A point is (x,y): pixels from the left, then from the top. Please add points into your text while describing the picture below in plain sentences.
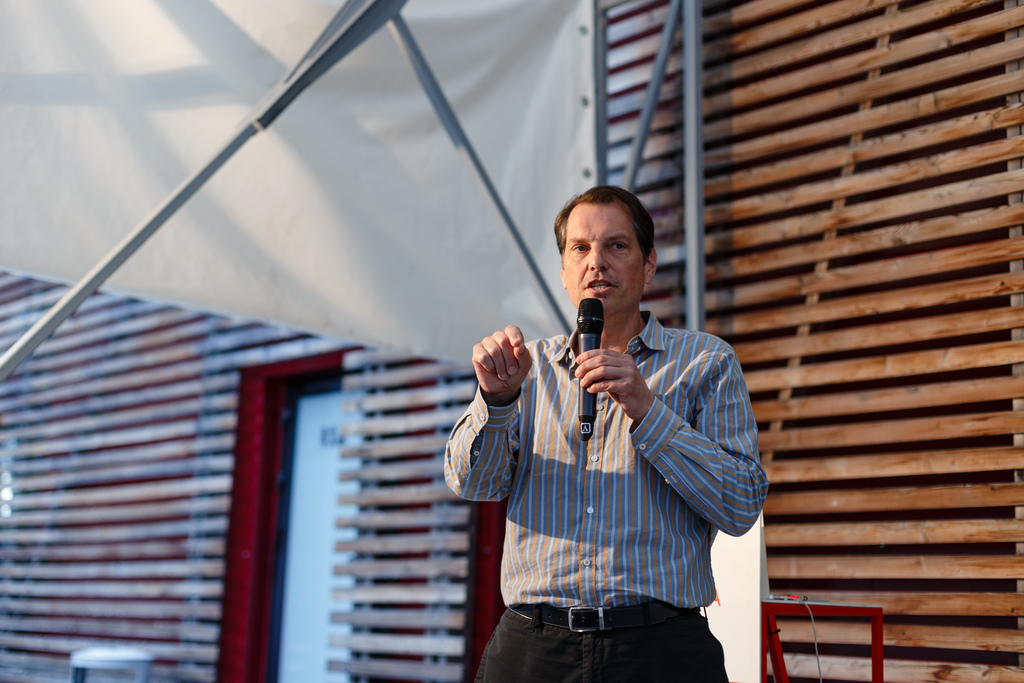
This is the picture of a man (587,482) in striped shirt (604,489) was holding a microphone (591,318) and explaining something. Behind the man (569,437) there is a wooden wall (769,204) and a banner (409,107).
